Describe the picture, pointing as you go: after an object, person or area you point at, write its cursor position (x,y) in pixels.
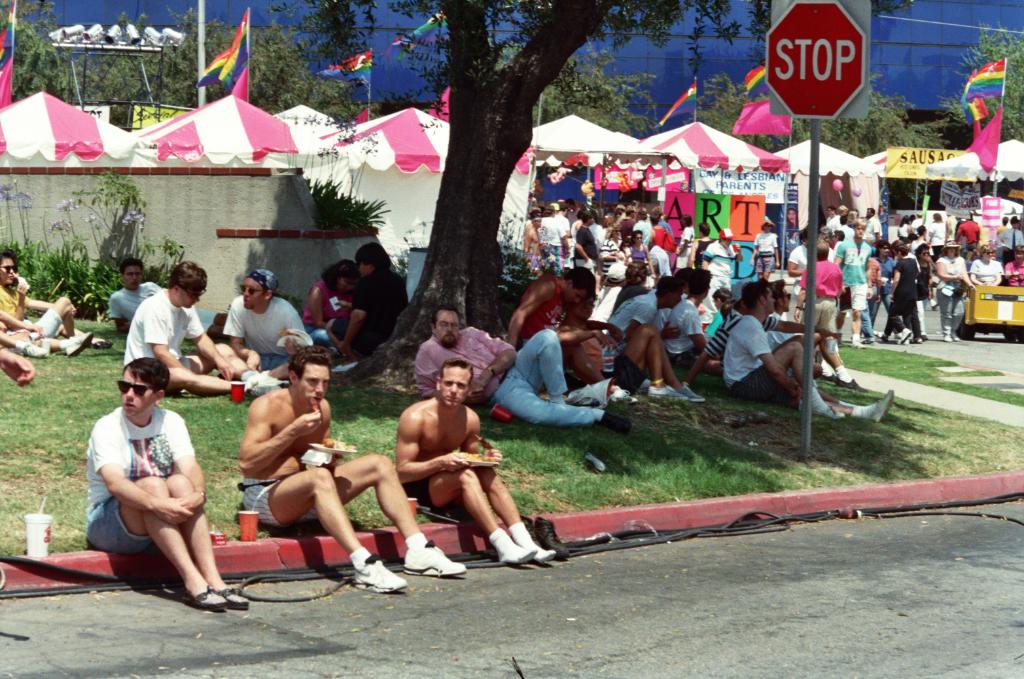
There is a group of persons (602,413) are in the middle of this image (654,302). There are some tents (510,205) and wall (145,199), and some trees (189,91) in the background (163,205). There is a road (706,602) at the bottom of this image (770,612). There is a stop sign board (819,104) on the right side of this image (810,174).
